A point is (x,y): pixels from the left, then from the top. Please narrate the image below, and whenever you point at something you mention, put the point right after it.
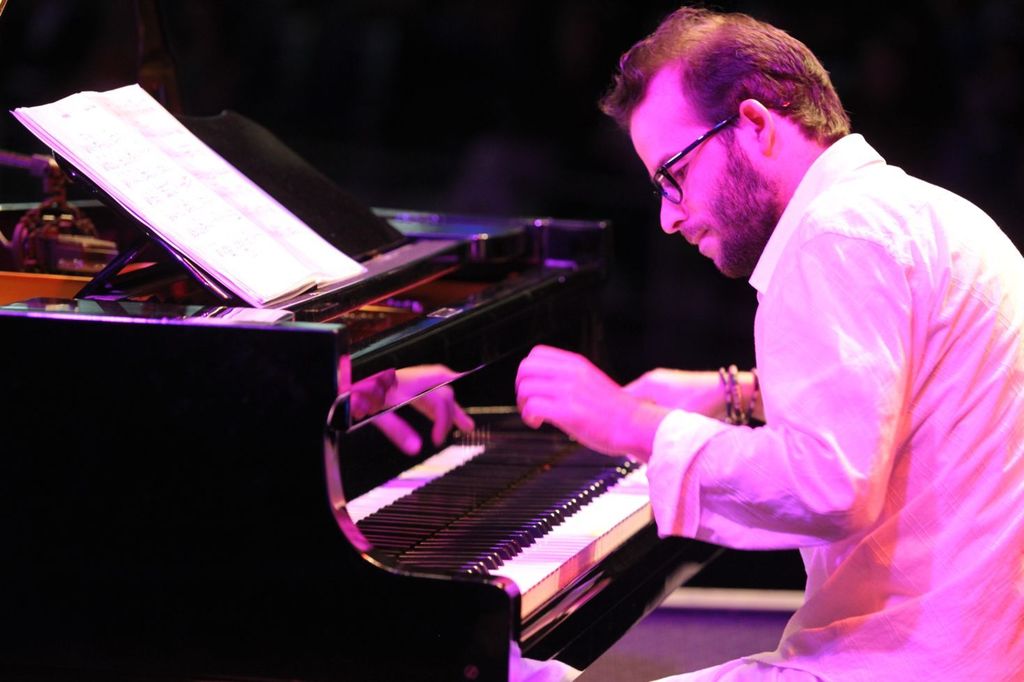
This man (938,351) is sitting and playing this piano keyboard (577,486). On this piano keyboard (356,473) there is a book (212,204).
